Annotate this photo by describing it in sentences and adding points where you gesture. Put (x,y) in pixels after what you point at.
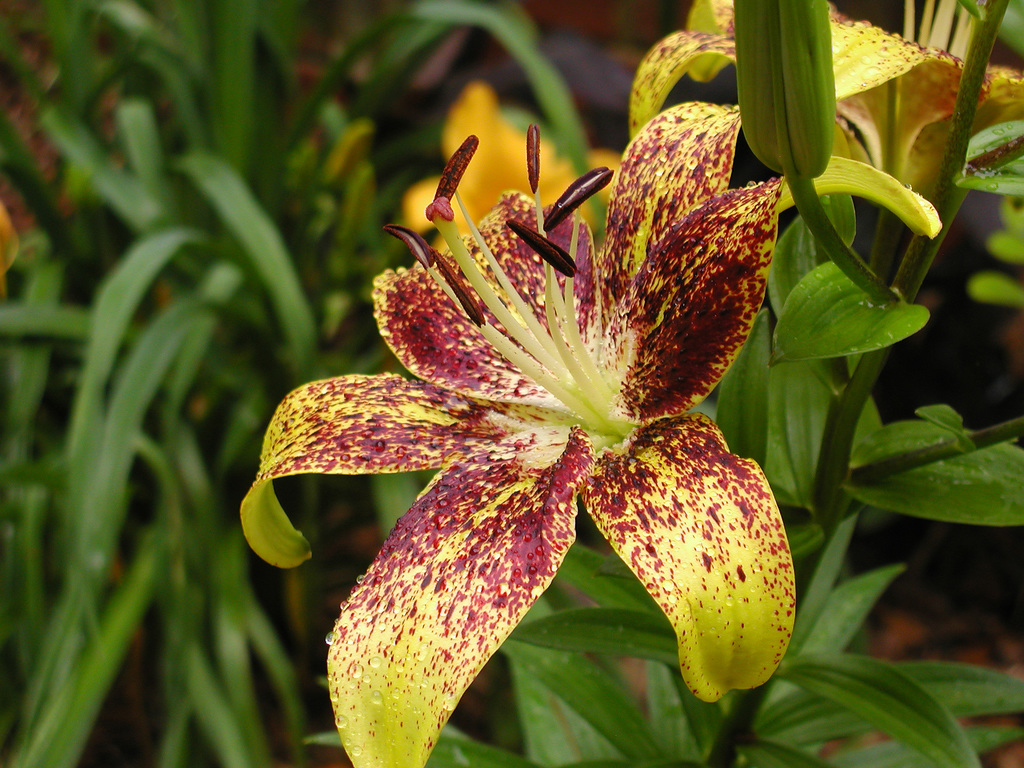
In this image there is a plant (797,125) for that plant (827,189) there are flowers (670,237).
